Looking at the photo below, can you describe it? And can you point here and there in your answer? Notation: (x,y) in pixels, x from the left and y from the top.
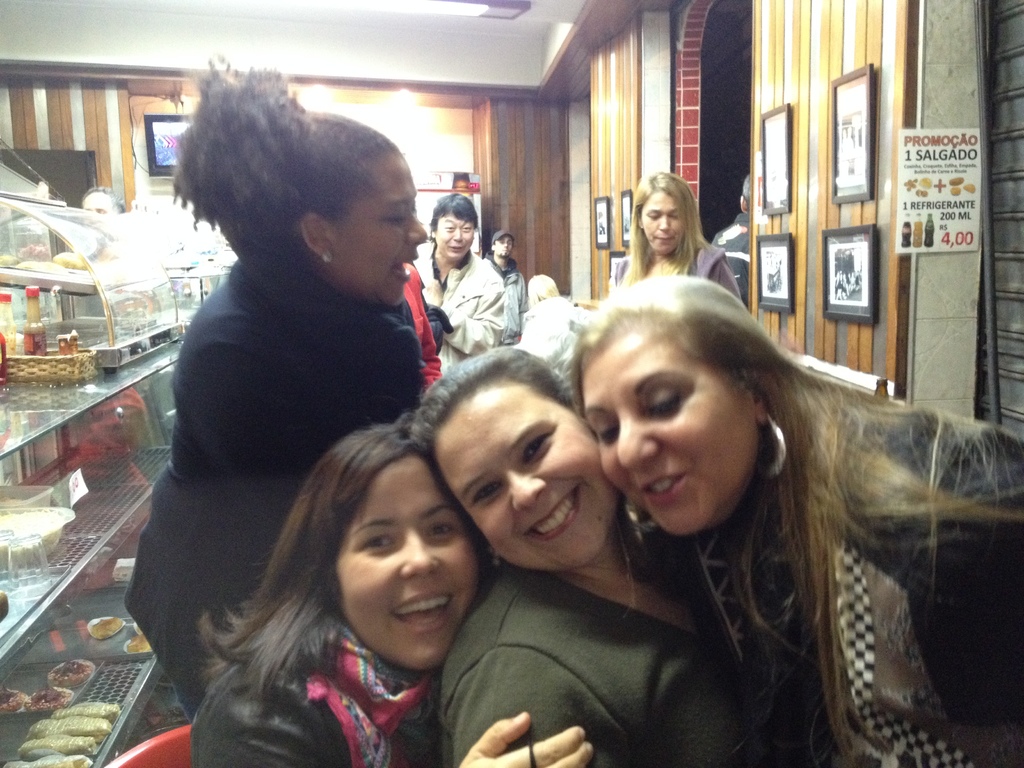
In this image we can see many people (452,333). On the right side (787,60) there is a wall (793,216) with photo frames (783,202). There is a poster (911,218) with something written. On the left side (113,424) there is a glass object (68,422) with racks (81,687). Inside that there are food items (69,667). Also there are some other items (76,333) on that. In the back (115,147) there is a wall (116,142) with a screen (163,141). Also there are lights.
